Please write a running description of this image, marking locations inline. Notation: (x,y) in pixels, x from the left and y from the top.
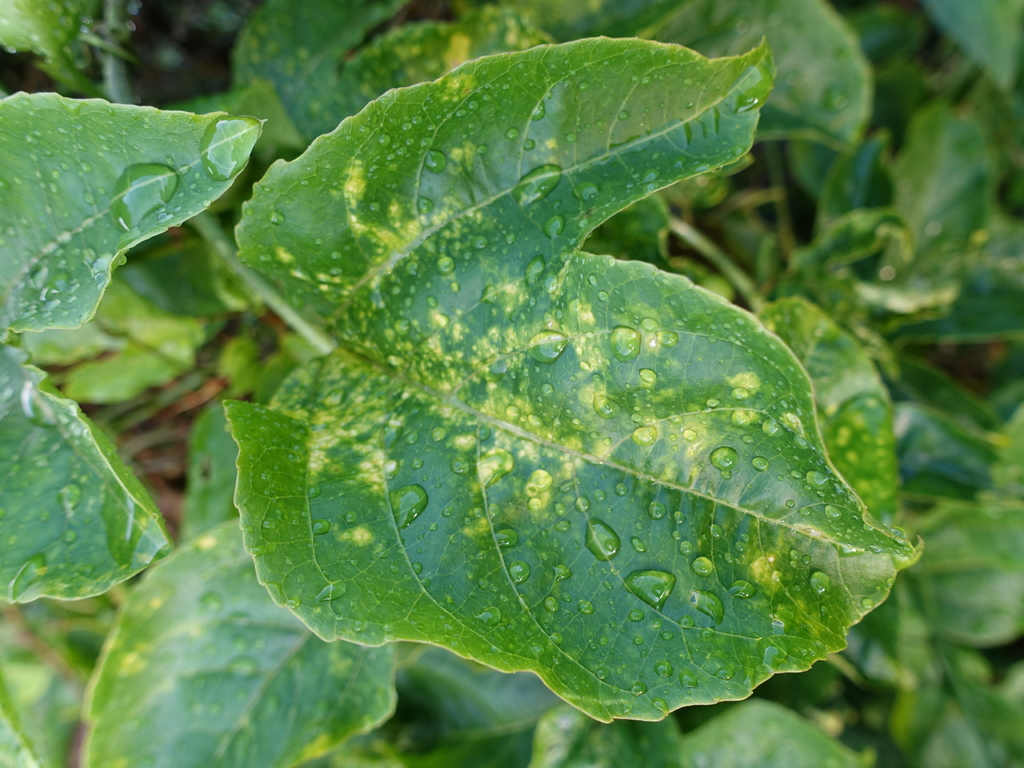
In the picture we can see the plant (589,620) with many leaves (376,646), and on one leaf (420,271) we can see water droplets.
